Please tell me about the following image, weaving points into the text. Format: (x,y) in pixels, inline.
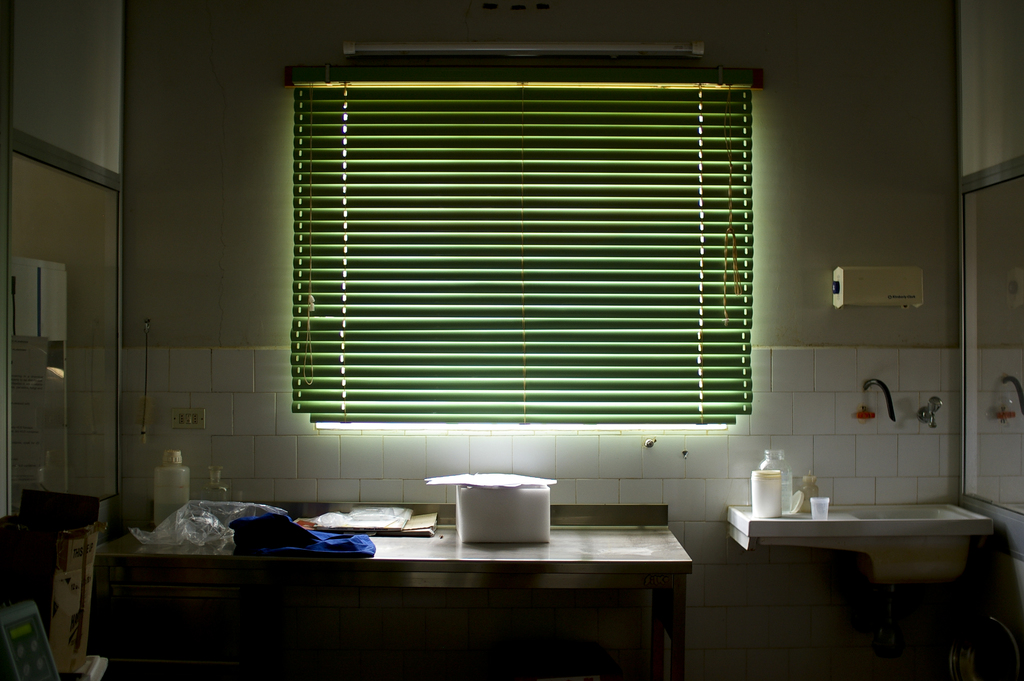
In this image there is a table (509,571) having a bottle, cover (213,510) and few objects (477,528). Right side (740,515) there is a sink (928,520) having bottles (760,504) and few objects (795,513). Taps (890,395) are attached to the wall (869,431) having a window (512,286) which is covered with a window blind (396,287). Left side (64,587) there are few objects (46,362).
